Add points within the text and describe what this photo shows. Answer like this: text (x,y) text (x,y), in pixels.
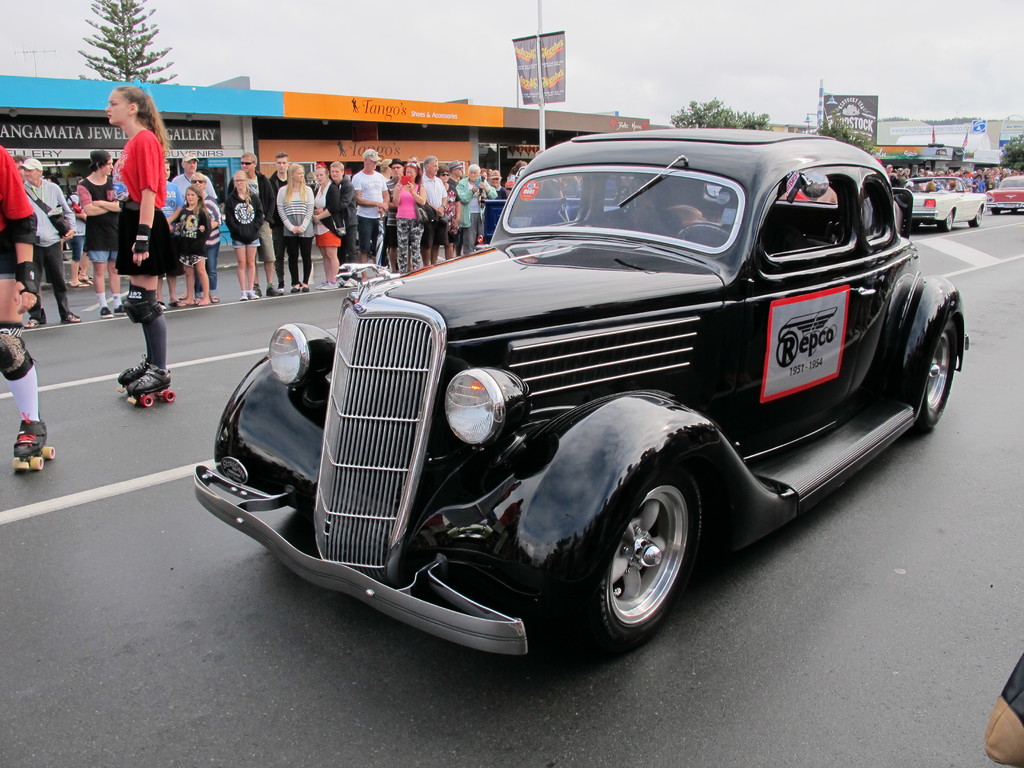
This picture shows few cars (948,224) on the road (547,676) and we see few people (453,211) standing and few of them wore caps (452,164) on their heads (395,158) and we see buildings (469,156) and trees (706,110) and a hoarding board (855,116) and we see couple of them wore skates (42,428) to their legs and we see a cloudy sky (695,57) and a banner (562,56) to the pole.
